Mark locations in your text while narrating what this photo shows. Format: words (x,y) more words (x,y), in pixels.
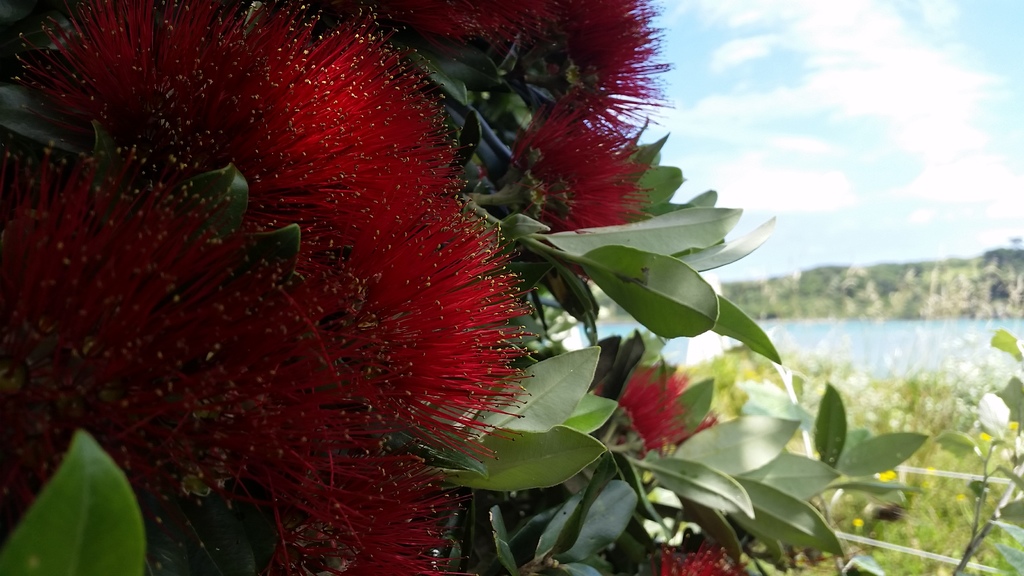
In this image I can see flowers (462,505). There are leaves (884,462), plants (920,436) and there is water (824,347). And in the background (840,157) there is sky (852,116).
